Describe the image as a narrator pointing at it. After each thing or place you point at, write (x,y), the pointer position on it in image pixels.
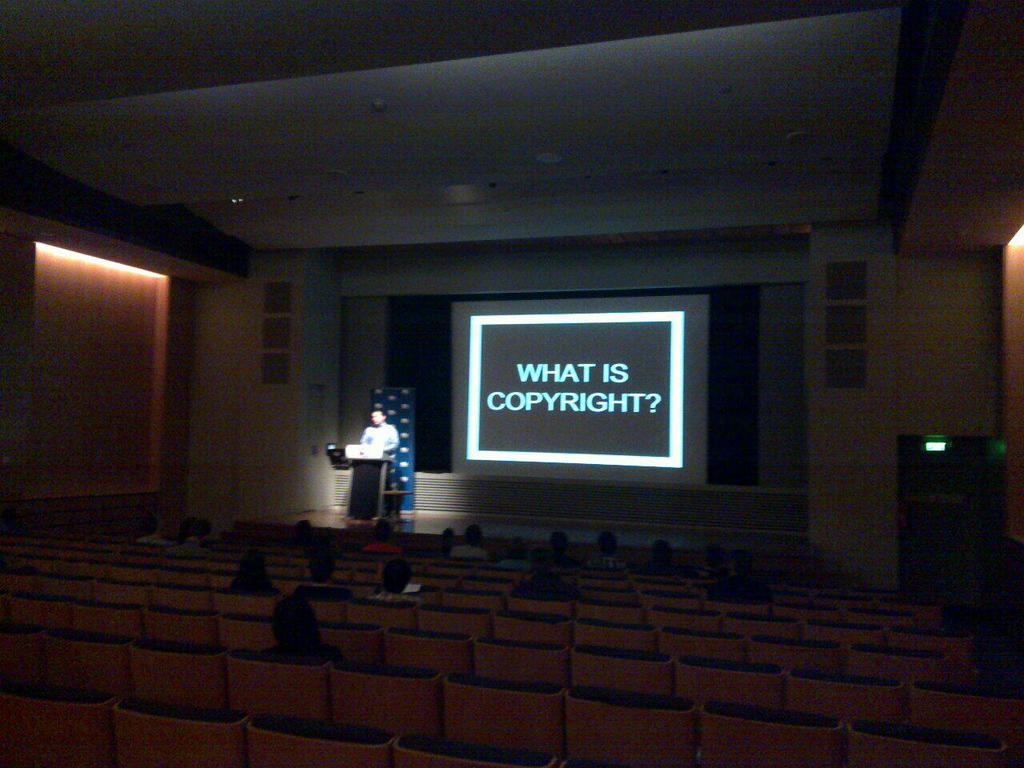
In this image I can see few people (374,549) sitting on the chairs (419,555). A person (389,427) is standing at the back (382,439) and there is a speech desk (358,490) in front of him. There is a projector display (617,375) at the back (617,443).
